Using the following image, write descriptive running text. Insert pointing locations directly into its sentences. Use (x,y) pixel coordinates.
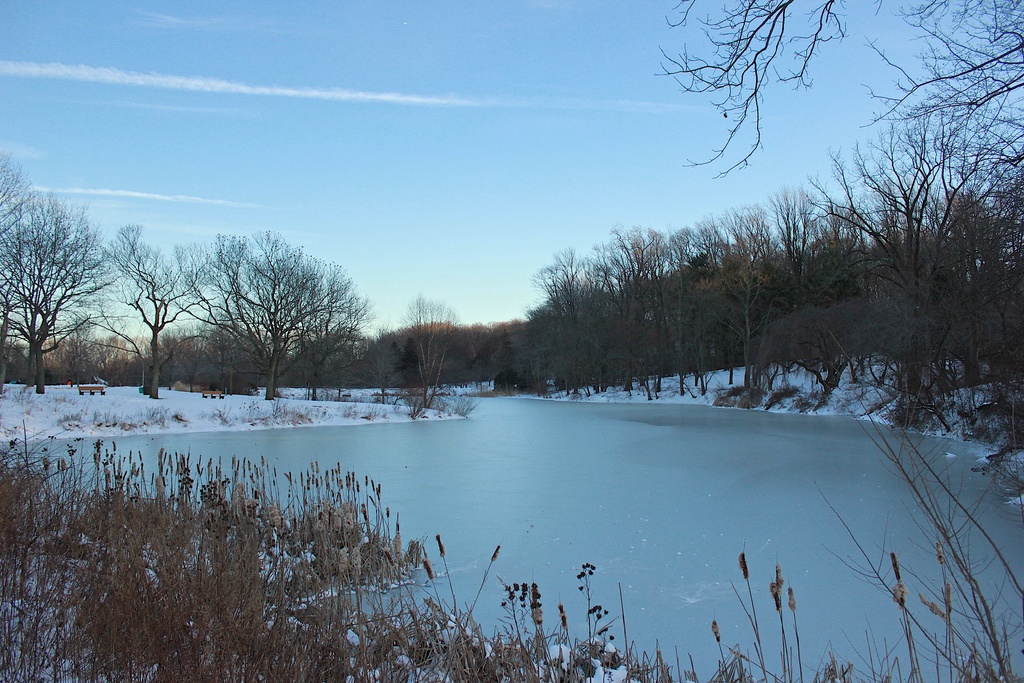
This picture was taken from outside. In this picture there is a grass (338,532) on the surface of the water (491,519). On both right and left side of the image (160,415) there is a snow (181,402). At the background (653,308) there are trees (318,342) and at the top (533,170) there is sky (437,171).
